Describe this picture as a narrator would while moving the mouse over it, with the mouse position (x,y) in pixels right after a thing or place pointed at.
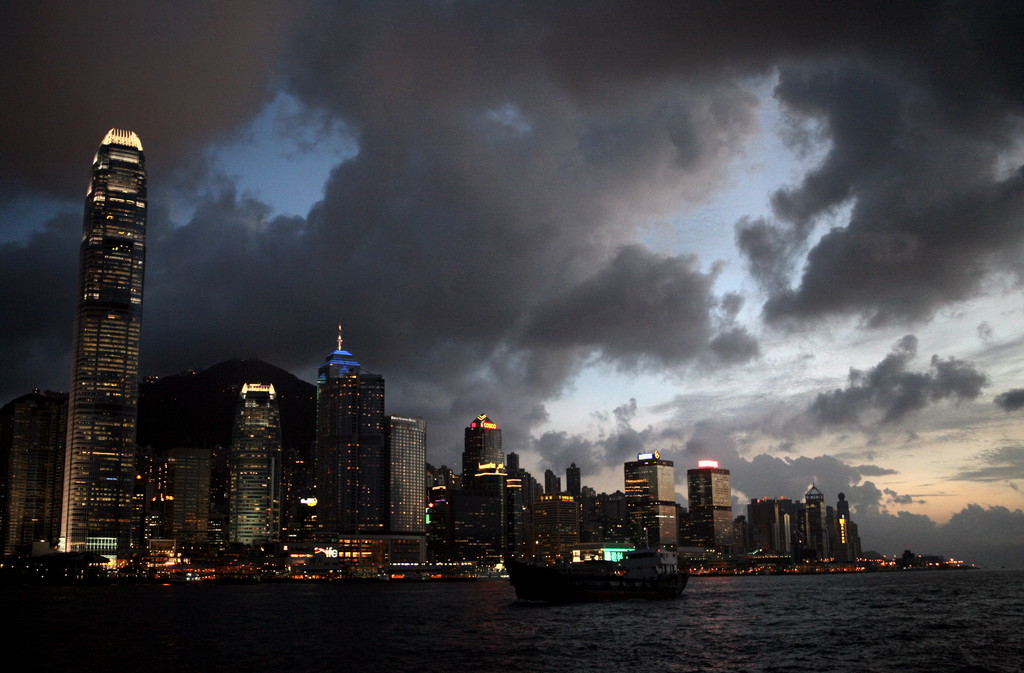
In this picture, we can see a few building (346,446) with windows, lights (125,565), water (498,616), boats (645,569), and the sky (641,311) with clouds (635,264).
